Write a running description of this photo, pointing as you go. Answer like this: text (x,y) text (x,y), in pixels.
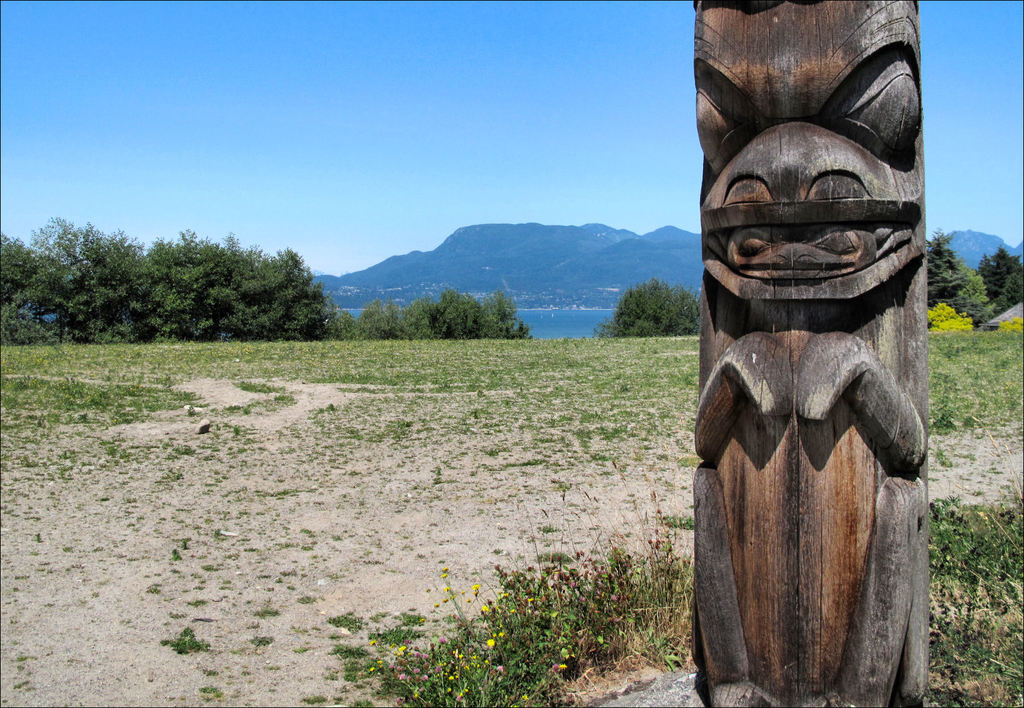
In this image there is a wooden structure (806,457), behind that there is a grass (75,347). In the background (122,331) there are trees (469,336), river (524,316), mountains (512,257) and the sky (487,212).
